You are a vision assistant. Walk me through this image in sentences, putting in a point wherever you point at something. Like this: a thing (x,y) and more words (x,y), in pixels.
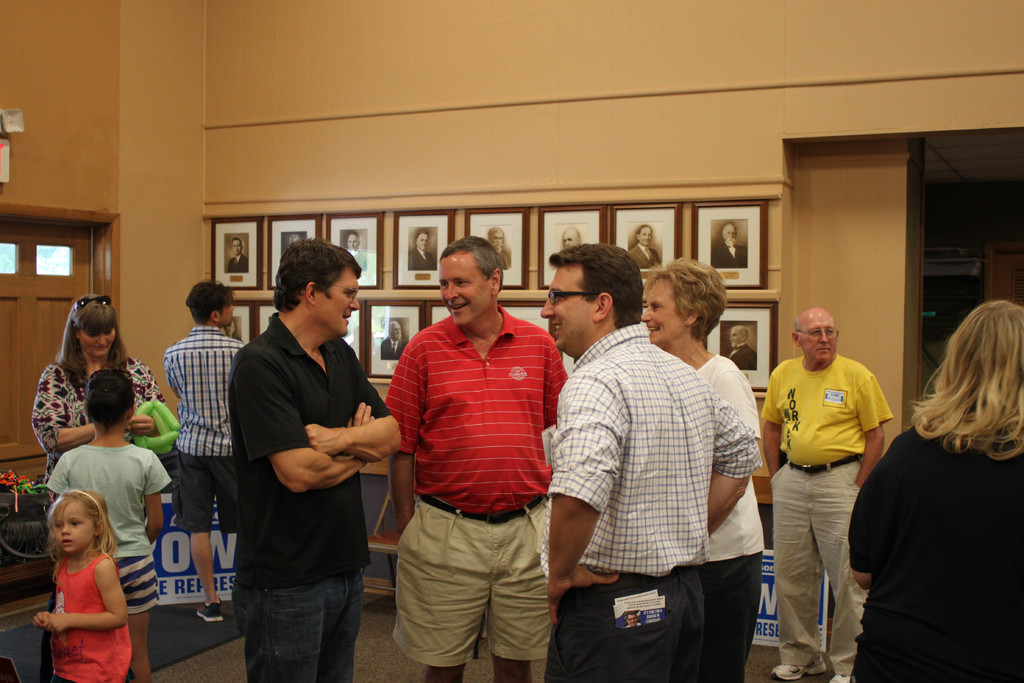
In this image we can see people (492,546) standing on the floor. In the background (605,217) we can see photo frames (563,213) attached to the walls (241,187), doors (52,238) and windows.
